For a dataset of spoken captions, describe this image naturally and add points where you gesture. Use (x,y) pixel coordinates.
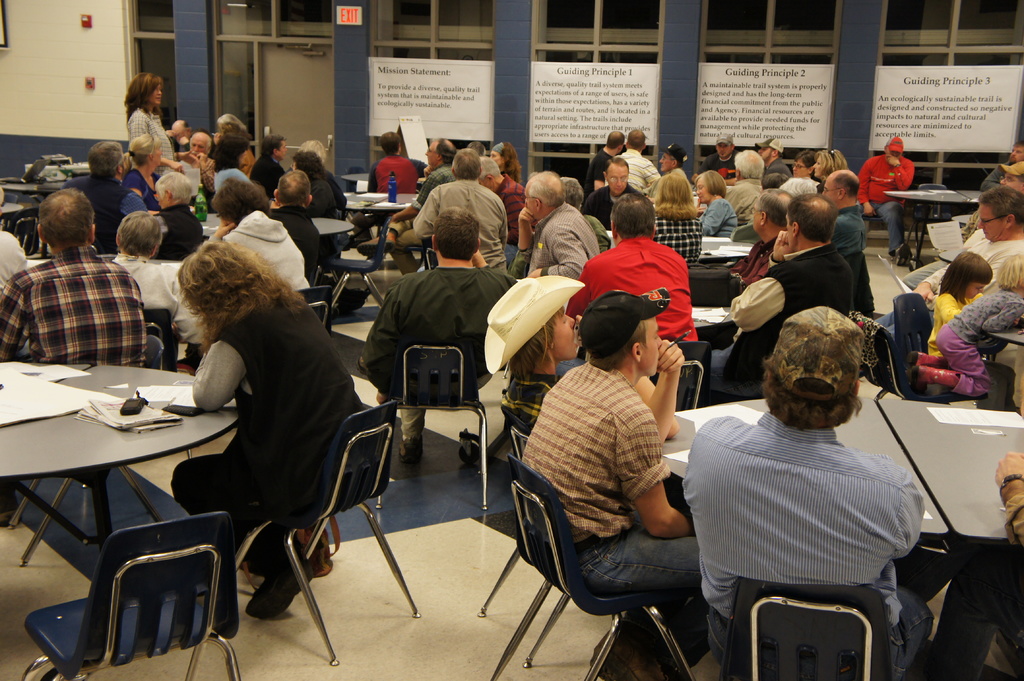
In this image there are group of people (581,185) sitting on the chair (311,540) in front of the table (183,436) on which paper (93,413), bottles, laptop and so on kept. In the top left (144,111) one woman (156,115) is standing and speaking. The background walls (86,41) are light yellow and blue in color. The pillars (507,53) are blue in color. In the right (932,94) boards (976,76) are visible and windows (240,62) are visible. This image is taken inside a hall (171,658).
